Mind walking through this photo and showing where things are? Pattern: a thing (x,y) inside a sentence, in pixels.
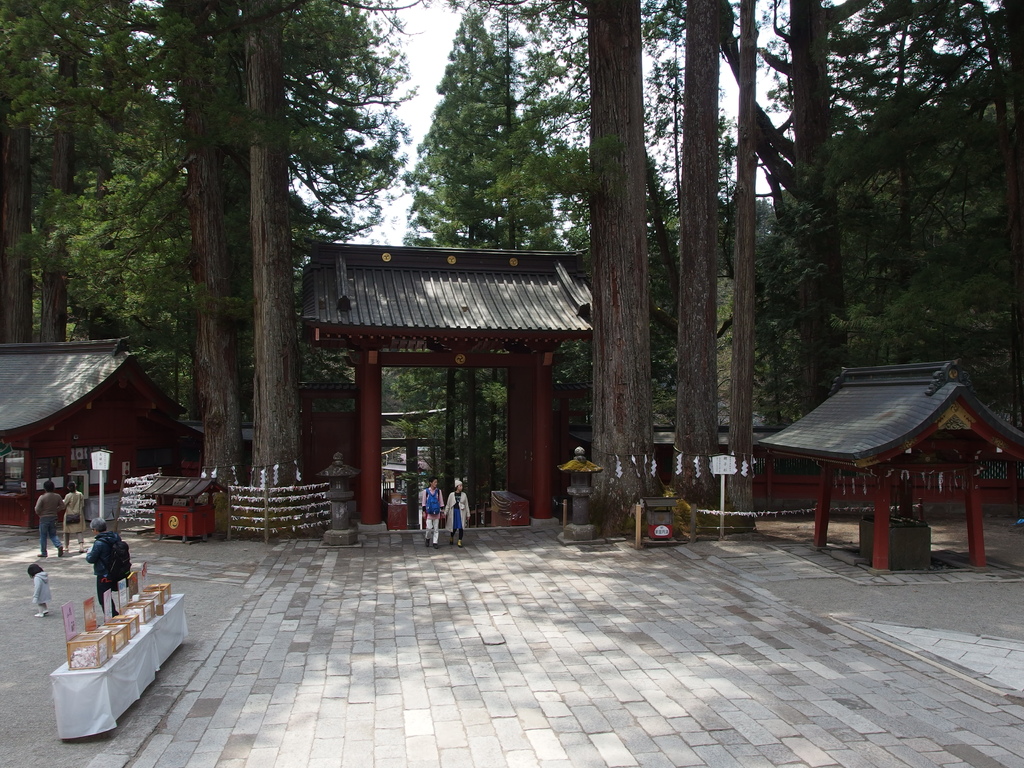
In this image I can see the group of people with different color dresses (43,582). I can see few people (112,547) with bags (111,544). To the left (75,664) I can see some objects (98,649) on the white color surface (118,673). In the background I can see some poles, sheds (150,433) and the arch (413,346). I can also see many trees (464,123) and the sky (444,57).
